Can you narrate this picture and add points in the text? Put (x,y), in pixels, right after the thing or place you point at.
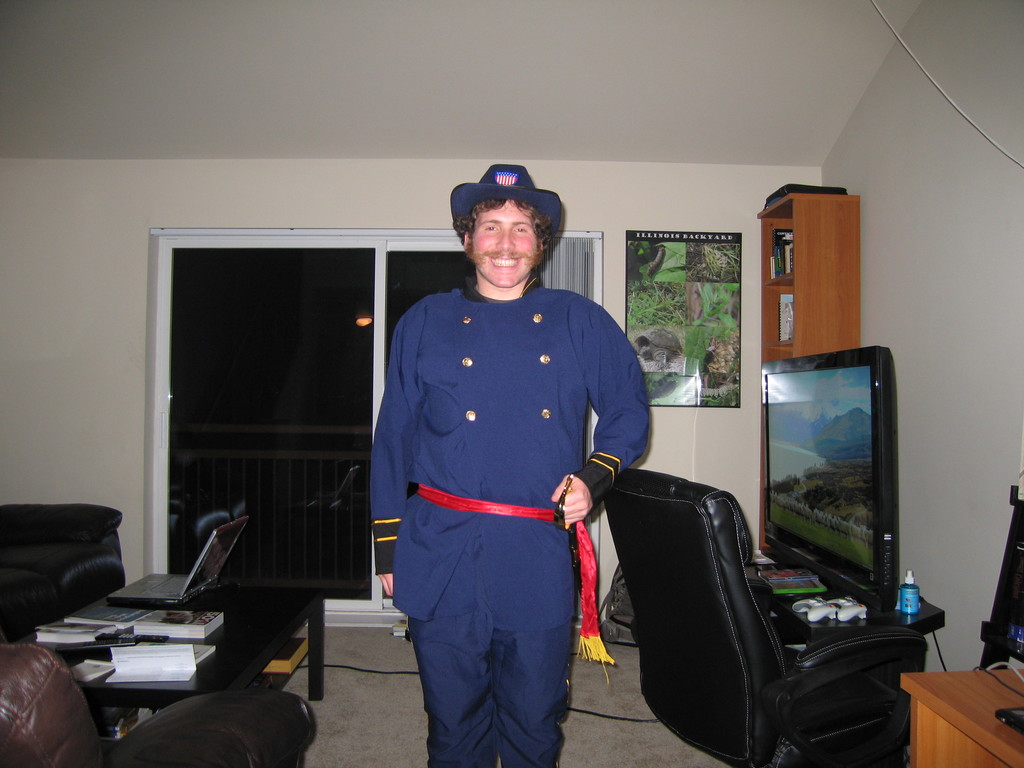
In the image we can see there is a man (484,419) who is standing and he is smiling and beside him there is a table (280,608) on which there are books (169,616) and laptop (190,585) and on the right side (741,576) there is chair (776,635) and a tv (781,506).
